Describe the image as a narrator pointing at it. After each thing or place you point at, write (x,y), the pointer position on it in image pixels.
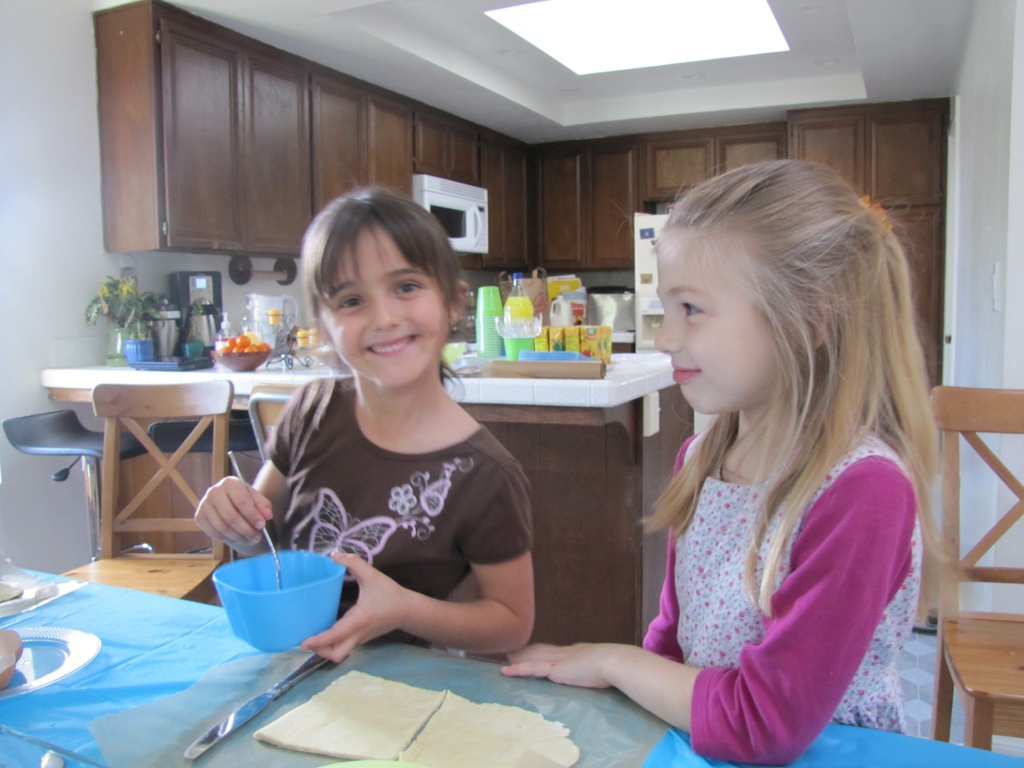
In this image i can see 2 girls (383,337), one of the girl (366,473) is wearing a brown t shirt (377,455) and she is holding a bowl (298,632) and a spoon (265,535) in her hands (225,543), and the other girl (710,738) is wearing a pink dress (724,694), and in the background (595,546) i can see a kitchen (64,195).
